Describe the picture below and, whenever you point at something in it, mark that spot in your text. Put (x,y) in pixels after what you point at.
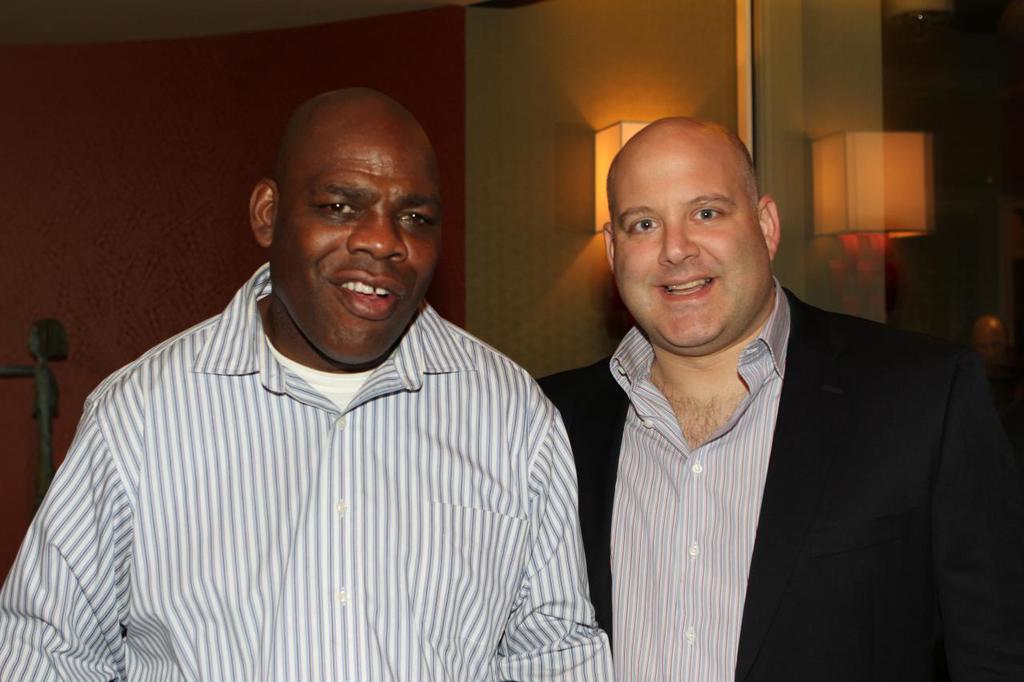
In this image I can see two people (486,514) with different color dresses (261,596). In the background (460,239) I can see the lights (601,214) and the wall (492,184).
